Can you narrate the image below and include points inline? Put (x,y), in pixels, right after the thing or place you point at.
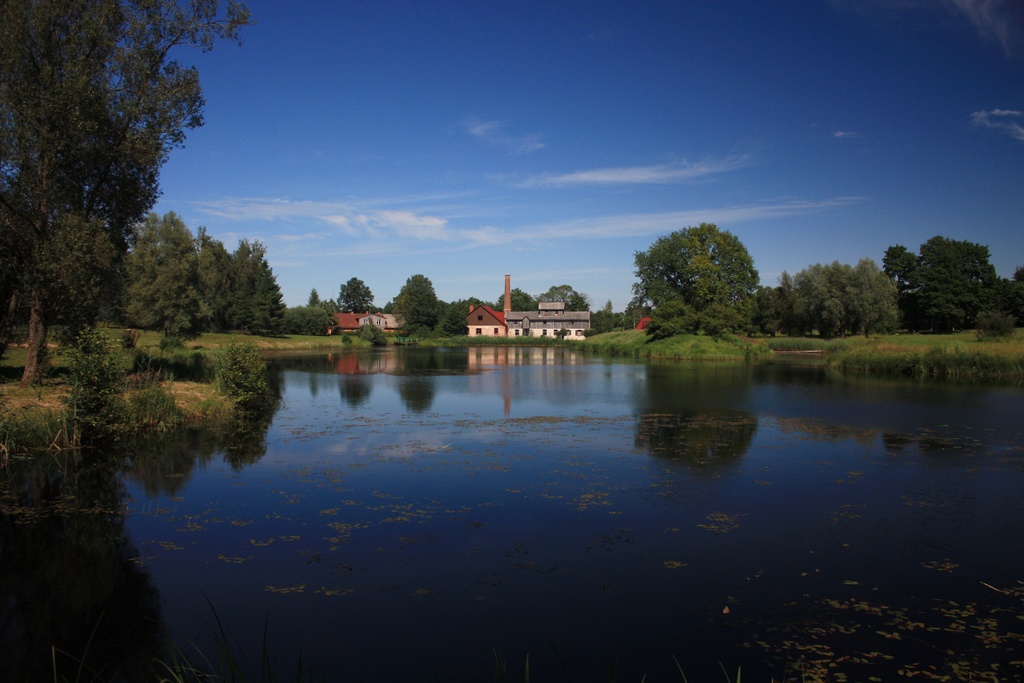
In this picture we can see water (596,563) at the bottom (548,565), in the background (707,322) we can see trees (448,320), houses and grass (731,338), there is the sky (609,82) at the top of the picture (555,70).
